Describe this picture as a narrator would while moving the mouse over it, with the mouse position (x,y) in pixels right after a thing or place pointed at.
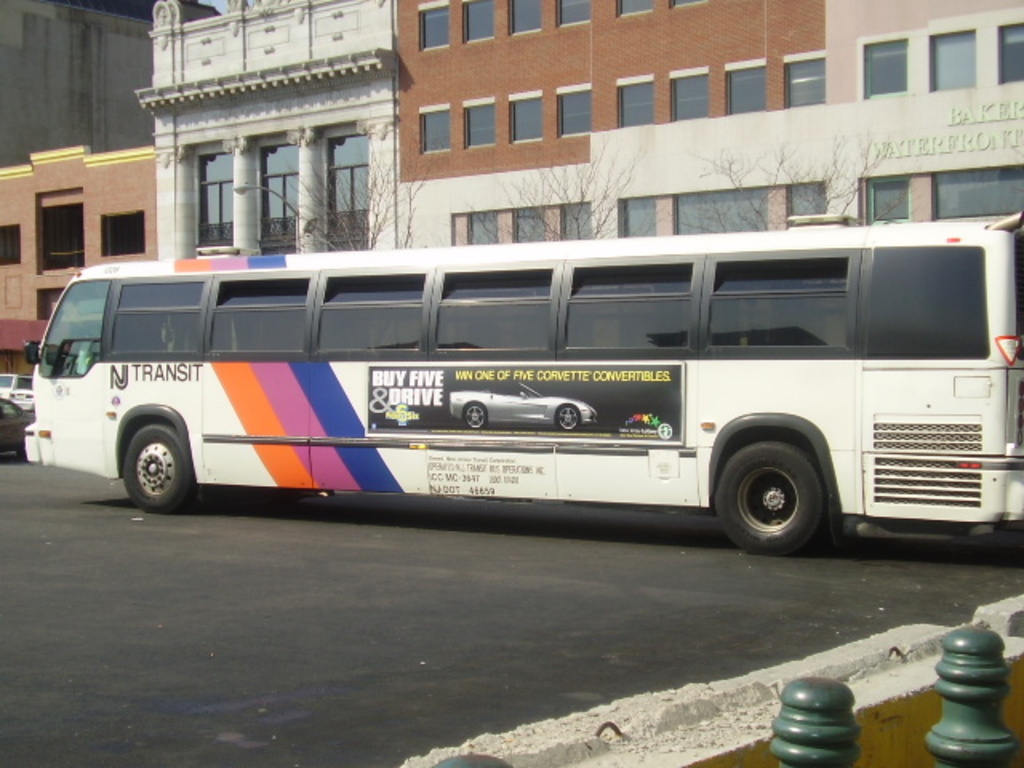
In this picture we can see poles (990,762) and vehicles (270,393) on the road (228,544). In the background of the image (323,202) we can see buildings (522,45), light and trees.
